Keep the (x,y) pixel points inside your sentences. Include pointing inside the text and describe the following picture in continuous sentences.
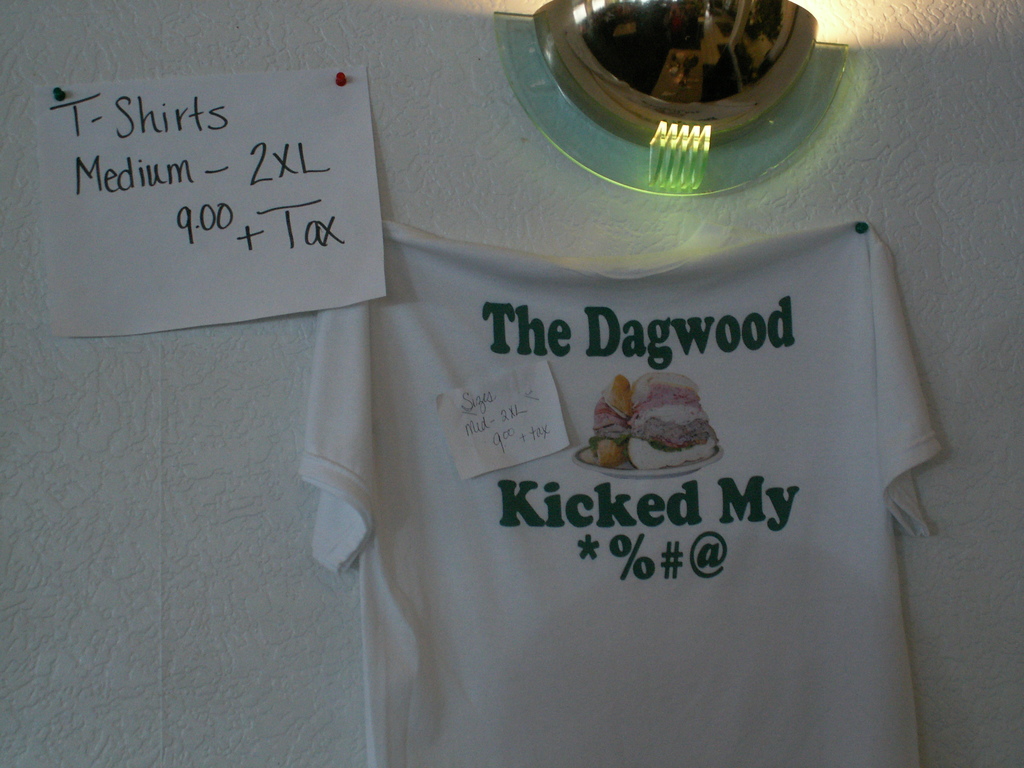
In this image we can see a shirt (507,536) hanged to the wall (449,226) with a small piece of paper (480,425) pasted on it. We can also see a paper (163,331) and a ceiling light (671,186) on the wall (643,216).
